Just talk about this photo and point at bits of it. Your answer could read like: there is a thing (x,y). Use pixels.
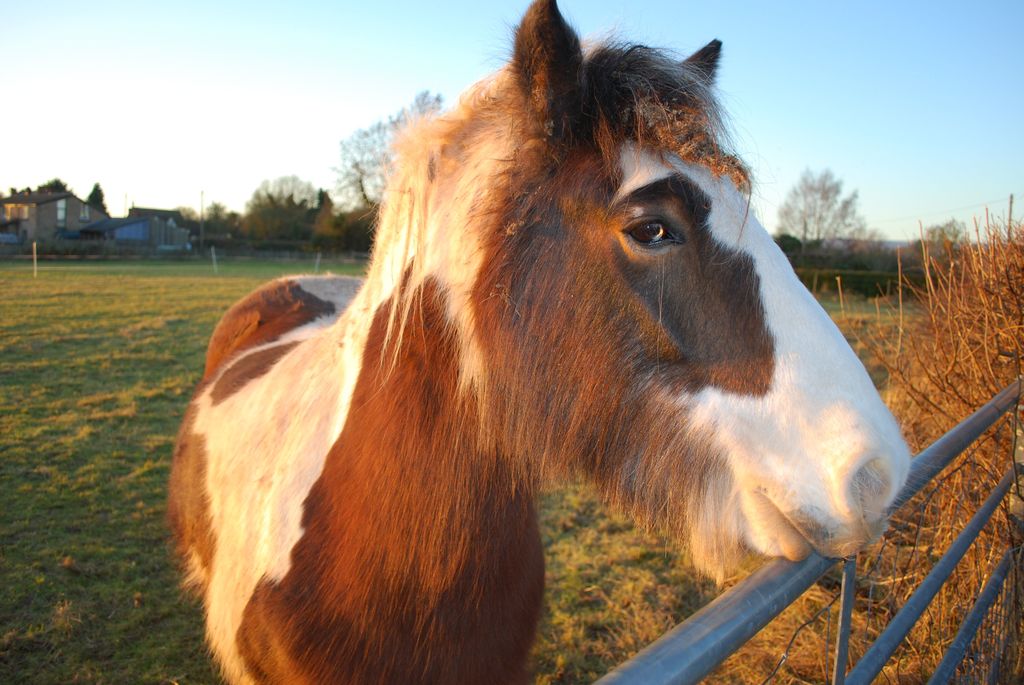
In this image there is the sky (328,75) towards the top of the image (248,63), there is a building (79,211) towards the left of the image (63,223), there is grass (170,261) towards the left of the image (152,438), there are trees (358,182), there is an animal (480,227) towards the bottom of the image (366,465), there is a fence (905,618) towards the bottom of the image (1016,486), there is a pole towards the right of the image (1012,227), there is a wire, there is a dried plant (966,332) towards the right of the image (971,351).
